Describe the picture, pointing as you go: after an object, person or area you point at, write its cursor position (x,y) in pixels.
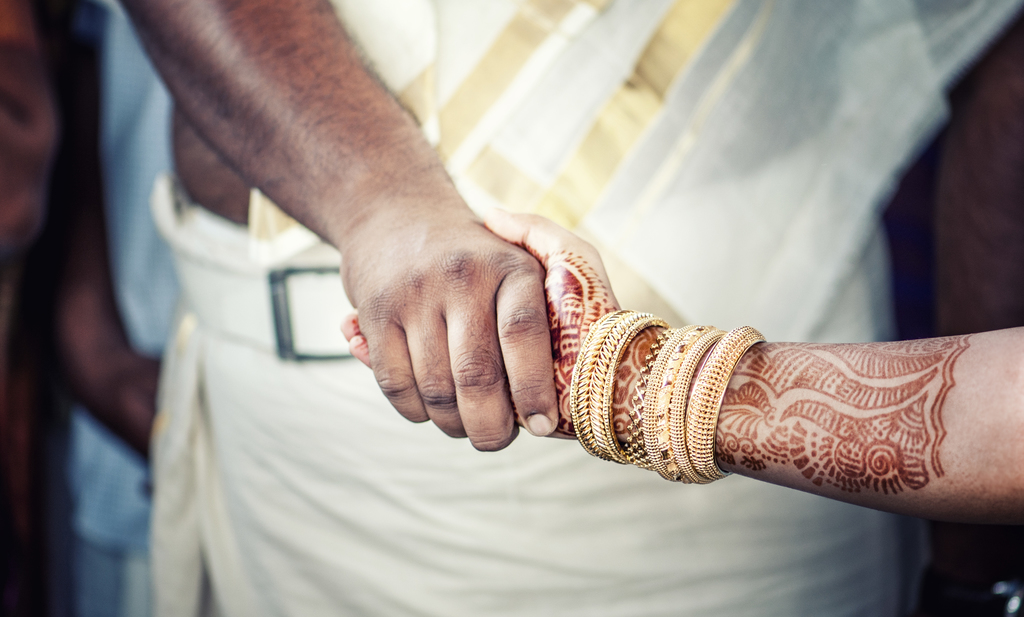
In this image we can see a man (593,197) and a woman (723,425) standing and holding their hands (564,363).
